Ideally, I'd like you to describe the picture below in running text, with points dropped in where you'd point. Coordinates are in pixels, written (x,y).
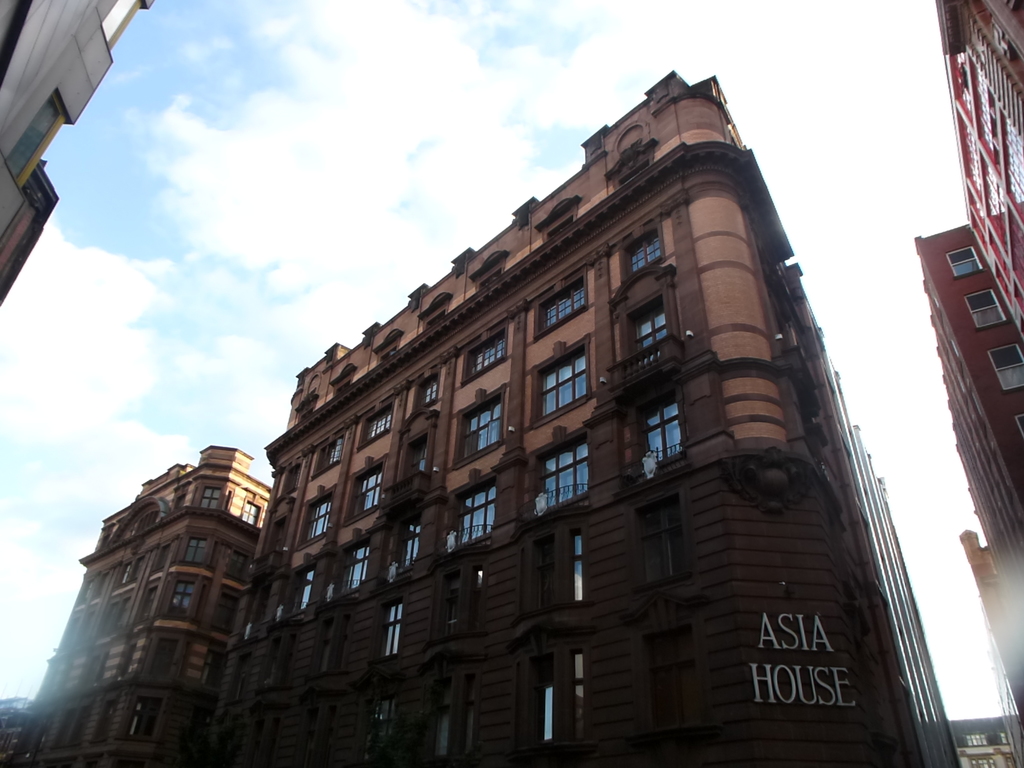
In this image in the center (583,486) there is a building (511,534), and on the right side (1009,370) and left side (88,49) also there are buildings (90,63) and on the building (811,658) there is text (802,676) in the center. And at the top (443,215) there is sky (514,101).
